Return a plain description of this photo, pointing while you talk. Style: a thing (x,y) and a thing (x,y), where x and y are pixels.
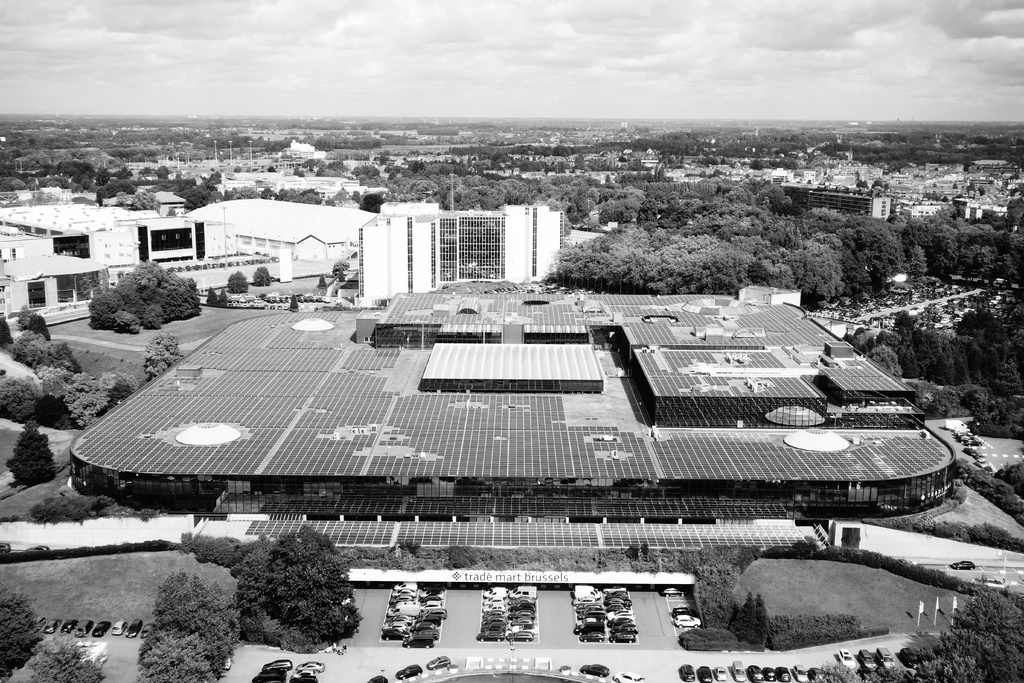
It is the black and white image in which we can see the overall view of the city (670,281). At the bottom (654,650) there is a road (575,639) on which there are so many cars (423,618). In the middle (671,339) there are so many buildings (223,229) one beside the other. There are trees (755,260) in between the buildings (728,299).
